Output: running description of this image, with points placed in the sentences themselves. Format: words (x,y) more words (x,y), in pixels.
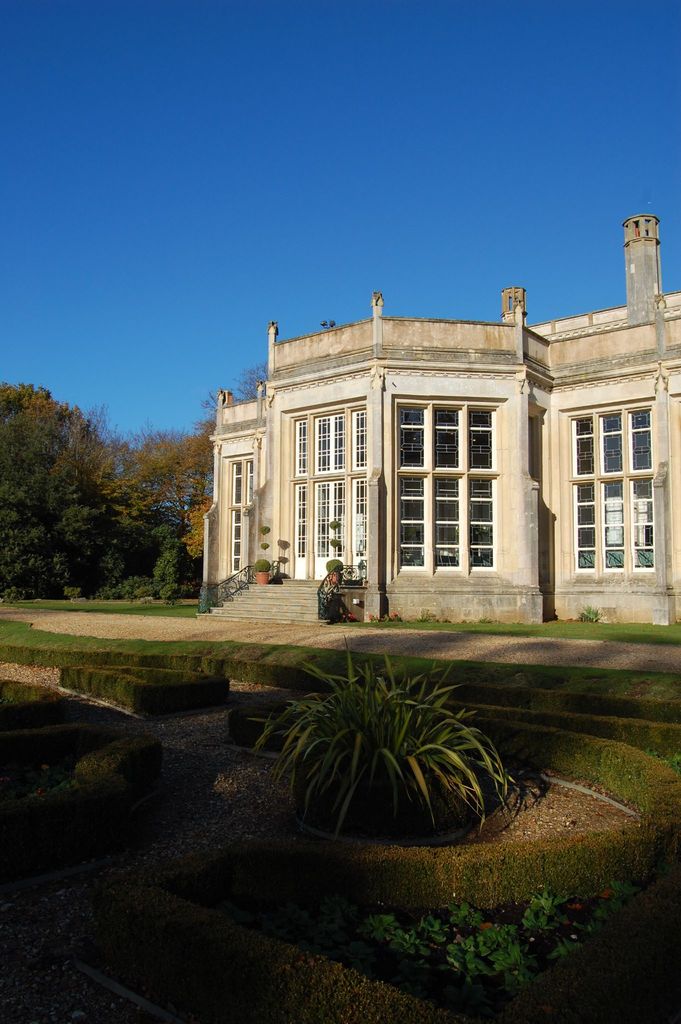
In this image we can see there is a big building (428,537) beside that there are so many trees (28,514) and also there is grass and plants (633,739).
